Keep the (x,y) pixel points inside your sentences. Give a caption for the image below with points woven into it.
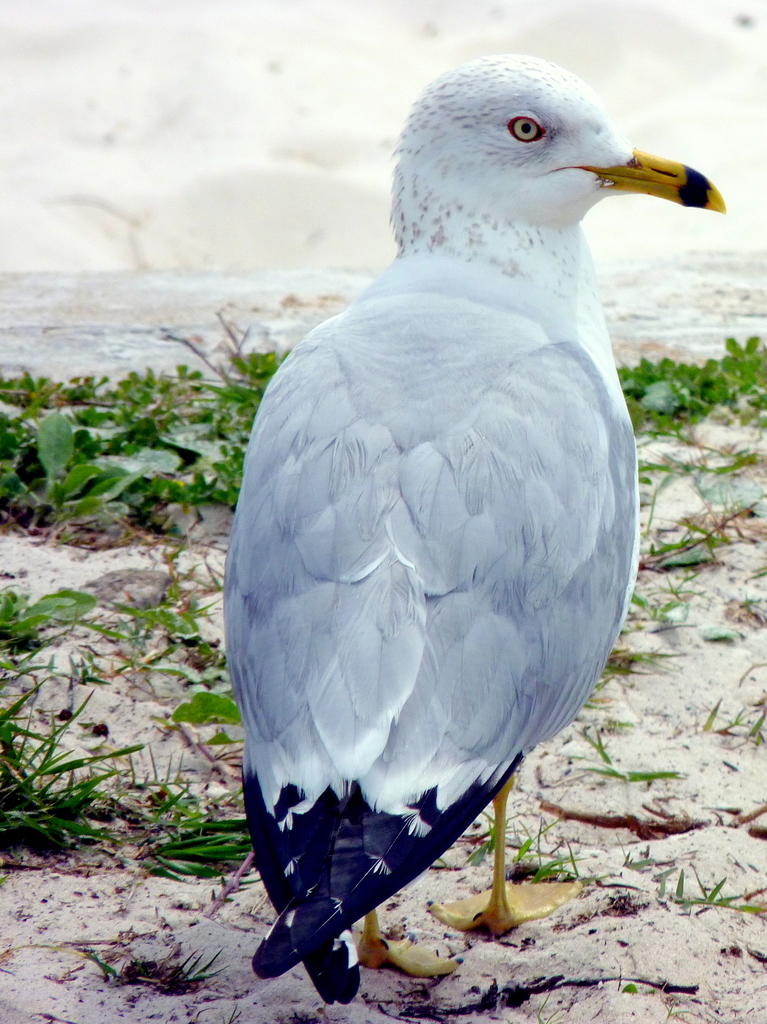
In this image we can see a bird (455,666) on the ground (152,629) and there are plants (91,424), water (177,303) and a white background (237,236).
